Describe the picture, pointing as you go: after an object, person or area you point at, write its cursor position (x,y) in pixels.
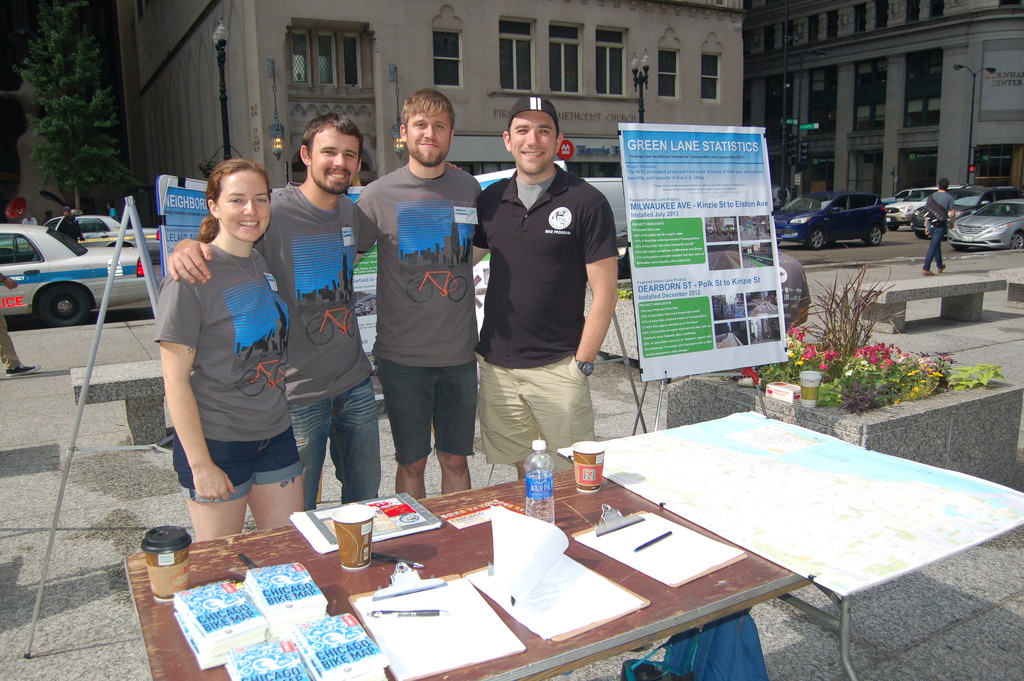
In this picture we can see there are four people (439,286) standing. In front of the people (222,298) there is a table (475,549) and on the table (463,555) there are papers (464,582), clipboards (405,568), books (206,627), a bottle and cups (368,506). On the right side of the table (433,536), there is a map (743,490). Behind the people (487,228) there are boards (682,233) with stands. On the right side of the people (531,237) there are plants (843,359). Behind the boards (691,371), there are some vehicles (850,197) on the road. Behind the vehicles (81,280) there are some people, a tree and buildings (832,95). In front of the buildings (390,39) there are poles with lights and traffic signals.
